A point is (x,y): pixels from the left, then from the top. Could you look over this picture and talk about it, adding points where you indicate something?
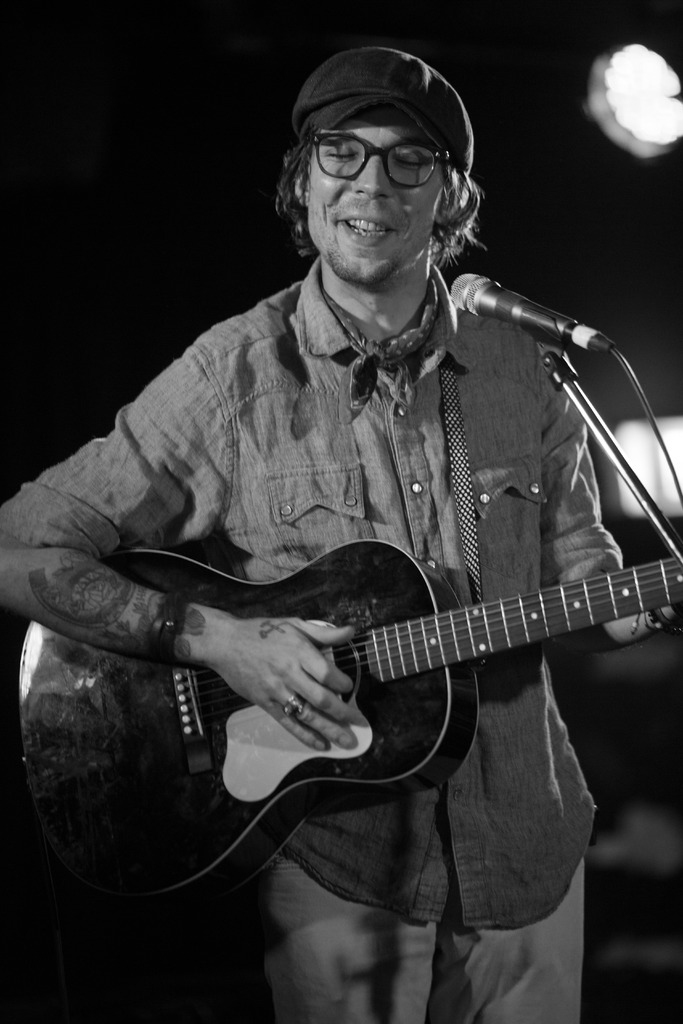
In this picture there is a man (474,320) standing and playing the guitar (461,677) with his right hand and he is holding the guitar (522,628) with his left hand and there is a microphone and in front of him is also a light (589,97).
